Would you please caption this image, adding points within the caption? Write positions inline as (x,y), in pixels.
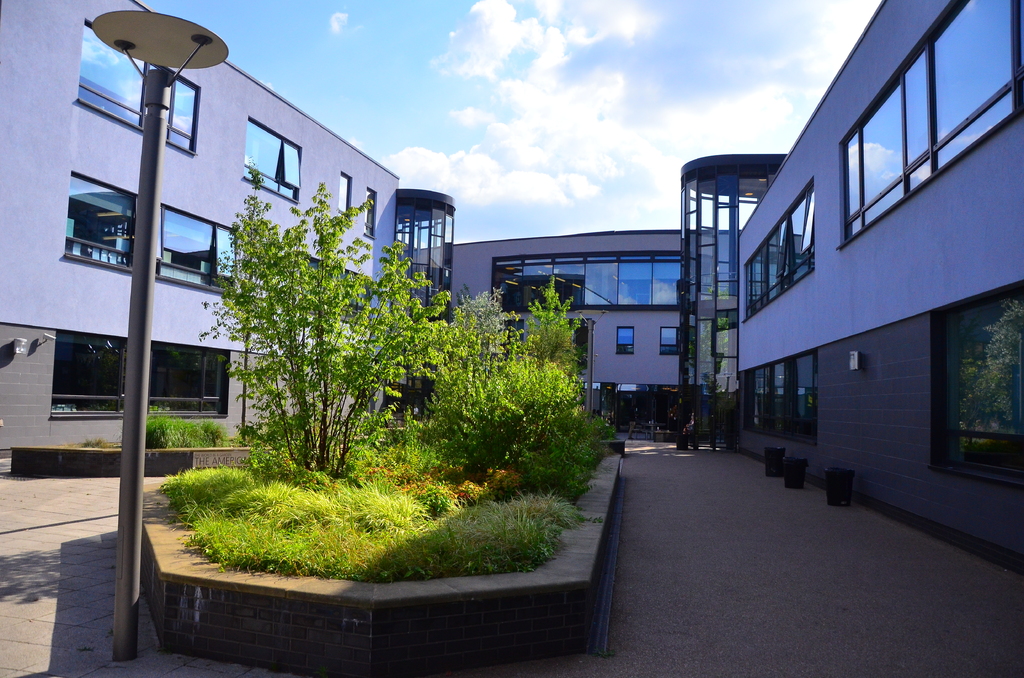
This image consists of a building (435,199) along with windows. In the middle (373,370), there are plants (345,526). At the bottom (677,628), there is a road (729,586).
